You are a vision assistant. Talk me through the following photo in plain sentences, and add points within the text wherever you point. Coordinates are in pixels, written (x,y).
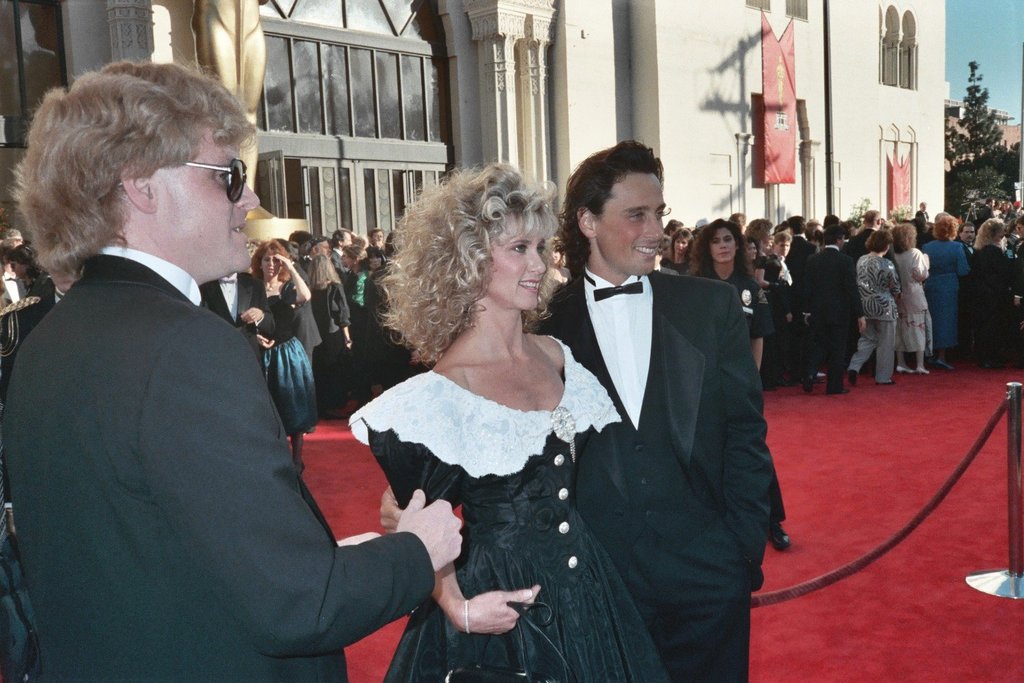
In this image we can see a few people (615,322) standing, we can see the stainless steel barrier (906,535), behind we can see the building (525,77) and windows (910,22), trees (970,102), we can see the sky (990,51).
